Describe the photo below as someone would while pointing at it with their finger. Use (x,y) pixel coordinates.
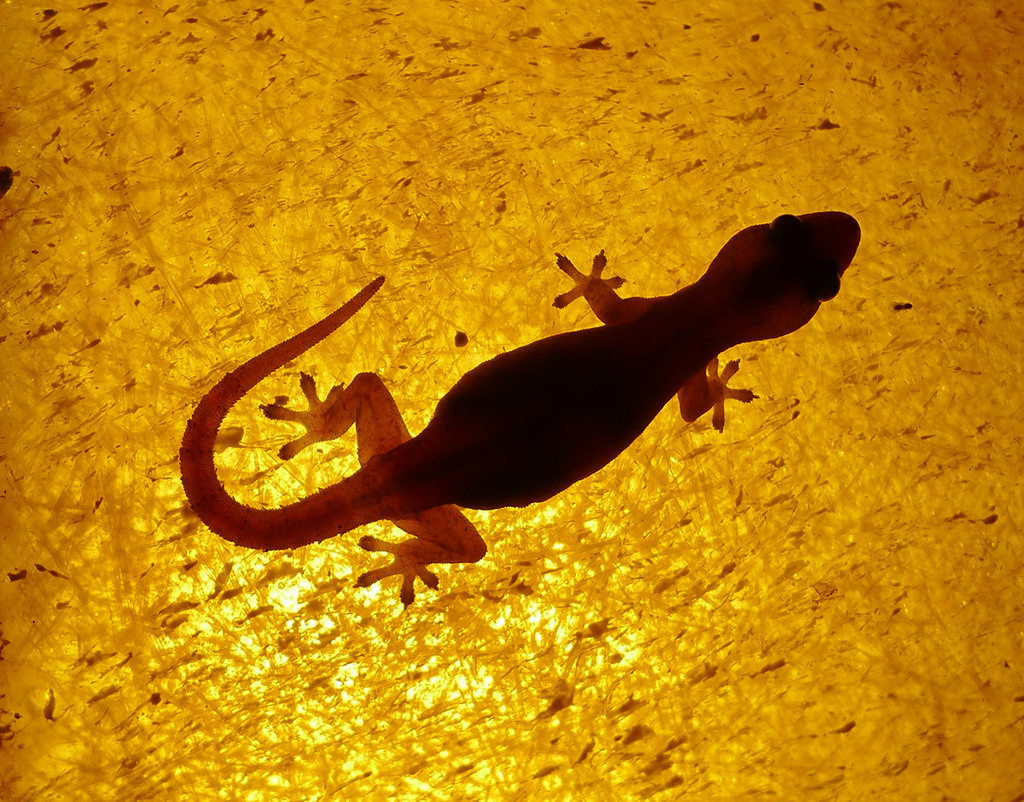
This image consists of a lizard (674,358) on a surface (287,681).
